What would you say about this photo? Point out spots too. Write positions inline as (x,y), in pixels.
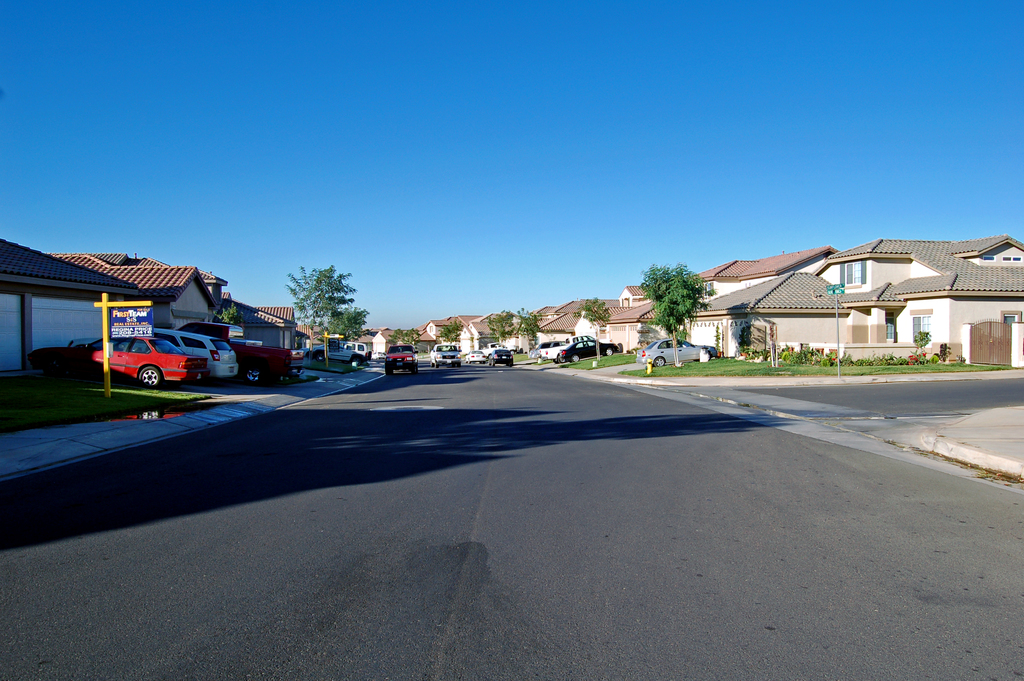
In this image I can see few vehicles (207,353) and I can see few trees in green color, buildings (850,336) in white and cream color and the sky (405,199) is in blue color.
